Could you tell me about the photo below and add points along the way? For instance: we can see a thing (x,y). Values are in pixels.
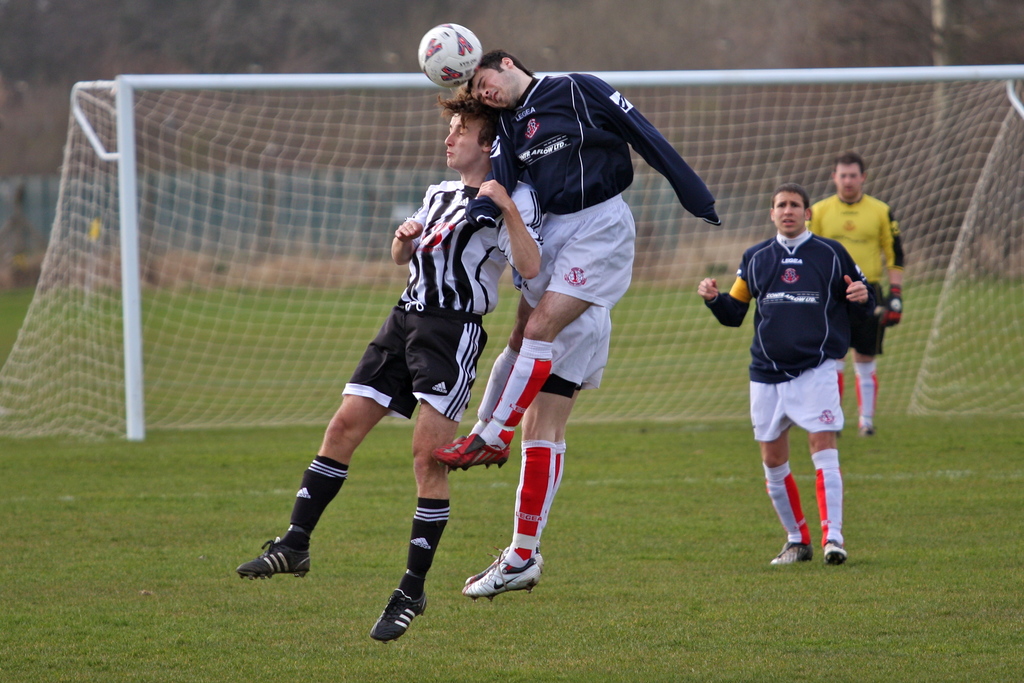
In this picture we can see a group of people (419,515) were two (431,390) are jumping, two (854,211) are standing on the grass (588,529), ball (428,42), net (949,119) and in the background (48,43) we can see trees (866,14), fence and it is blurry.
